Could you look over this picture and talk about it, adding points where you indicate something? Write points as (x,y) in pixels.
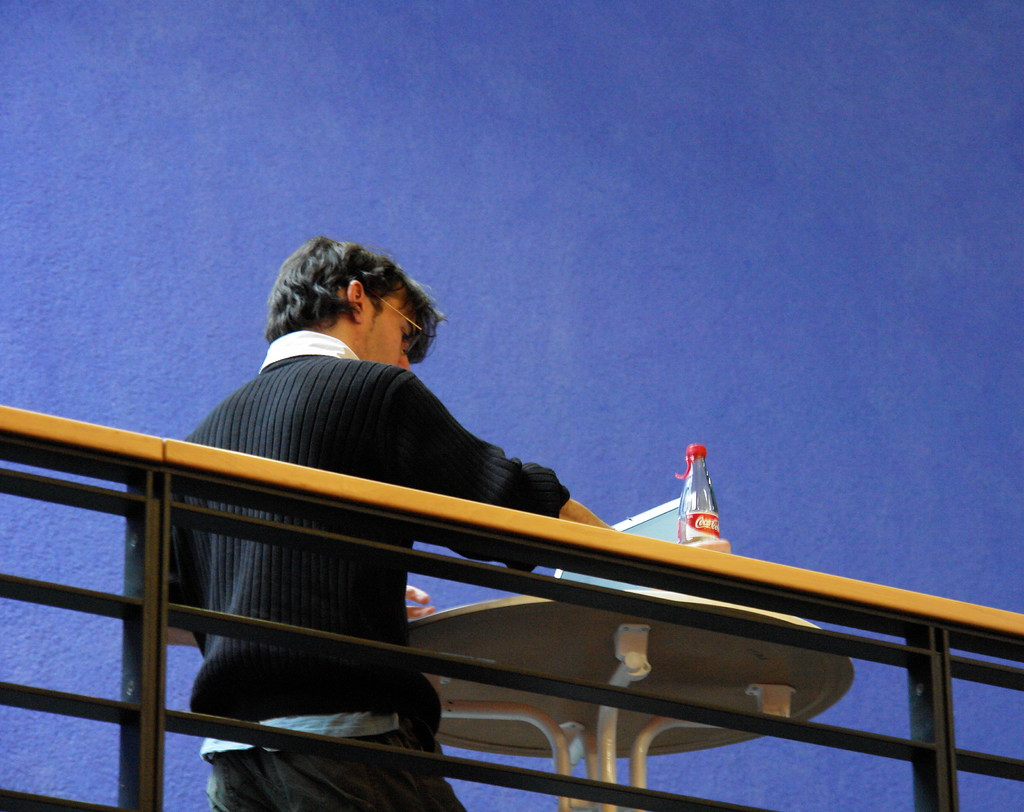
In this picture there is a person (417,469) with black sweatshirt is standing at the table (623,653) and there is a laptop (679,507) and bottle (694,507) on the table (768,647). At the back (650,213) there is a blue painting (475,197) on the wall (548,177). In the foreground (473,515) there is a railing (20,487).
